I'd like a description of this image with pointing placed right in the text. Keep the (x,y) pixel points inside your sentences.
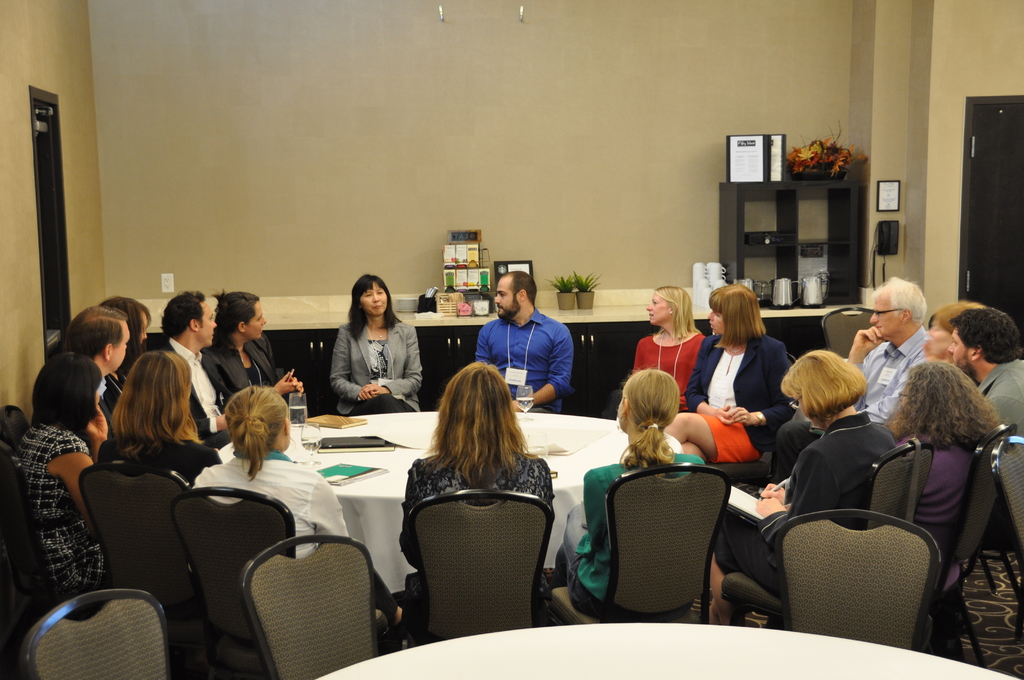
Around the table (529,440) there are many people (101,354) sitting on the chair (343,621). On the table (372,483) there are some files (353,447), glasses (299,403), papers (547,447). In the background (556,312) there is a table (626,313). On the table (609,311) there are two plants (570,295), boxes (444,257), cupboards (794,285), jars (818,289). To the right side (886,230) there is a Telephone (894,235), some leaves (828,159), frames (885,196). And to the right corner (987,172) there is a door (1015,178). To the left corner (50,200) there is also a door (53,214).
